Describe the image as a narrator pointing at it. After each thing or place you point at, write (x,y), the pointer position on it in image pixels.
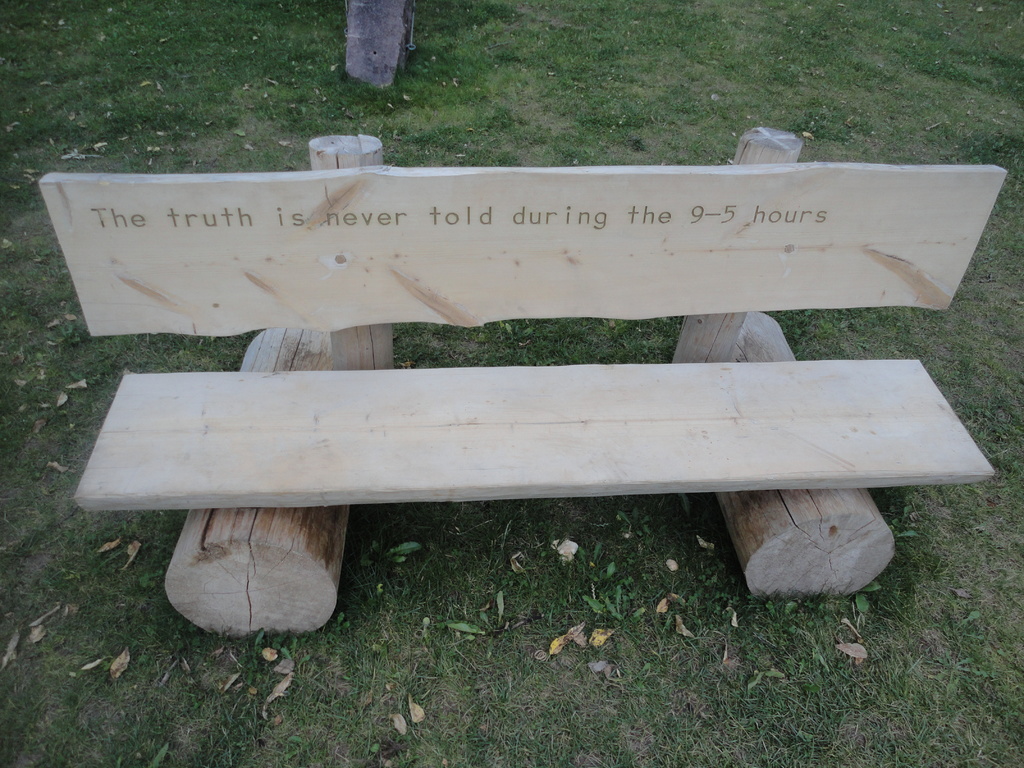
In the picture there are dry leaves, grass (704,534) and wooden bench (383,293). At the top (346,59) there is a trunk (389,24) of a tree (365,55).
